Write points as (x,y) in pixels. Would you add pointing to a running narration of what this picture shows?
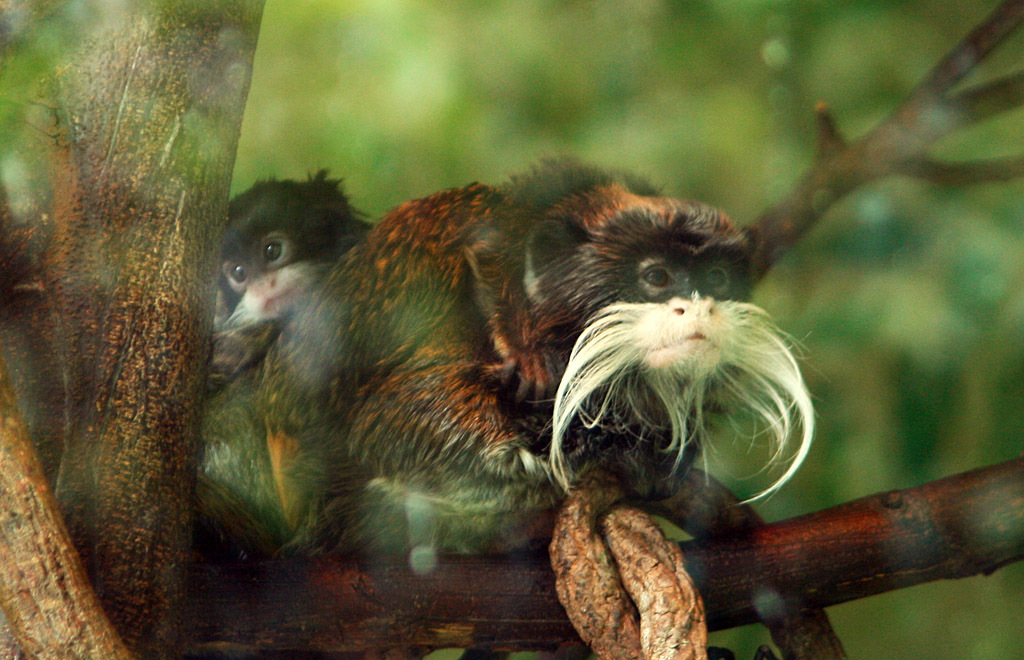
In this image in front (321,527) there are two bearded monkeys (578,452) on the branch (500,583) and the background of the image (553,83) is blur.
